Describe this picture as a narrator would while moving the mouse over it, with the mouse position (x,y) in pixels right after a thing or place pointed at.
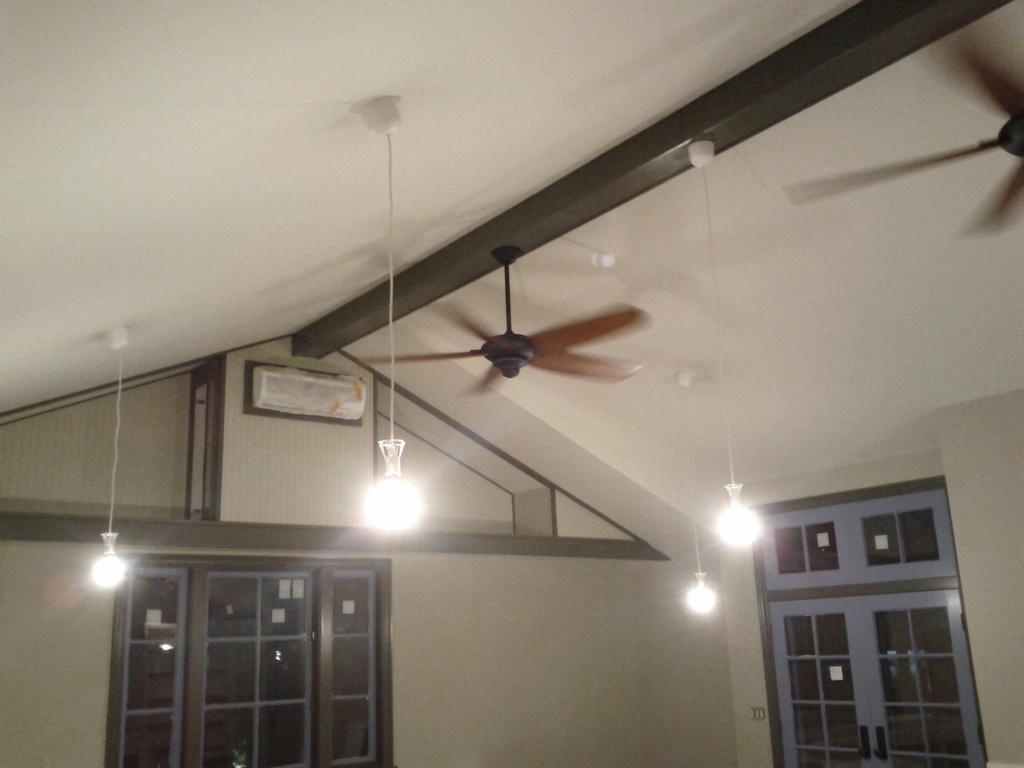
In this image, we can see lights (756,518) hanging from the ceiling (549,135). There is a fan (533,343) in the middle of the image (533,362). There is a window (333,632) in the bottom left of the image (232,619). There is a door (829,641) in the bottom right of the image (870,698).
